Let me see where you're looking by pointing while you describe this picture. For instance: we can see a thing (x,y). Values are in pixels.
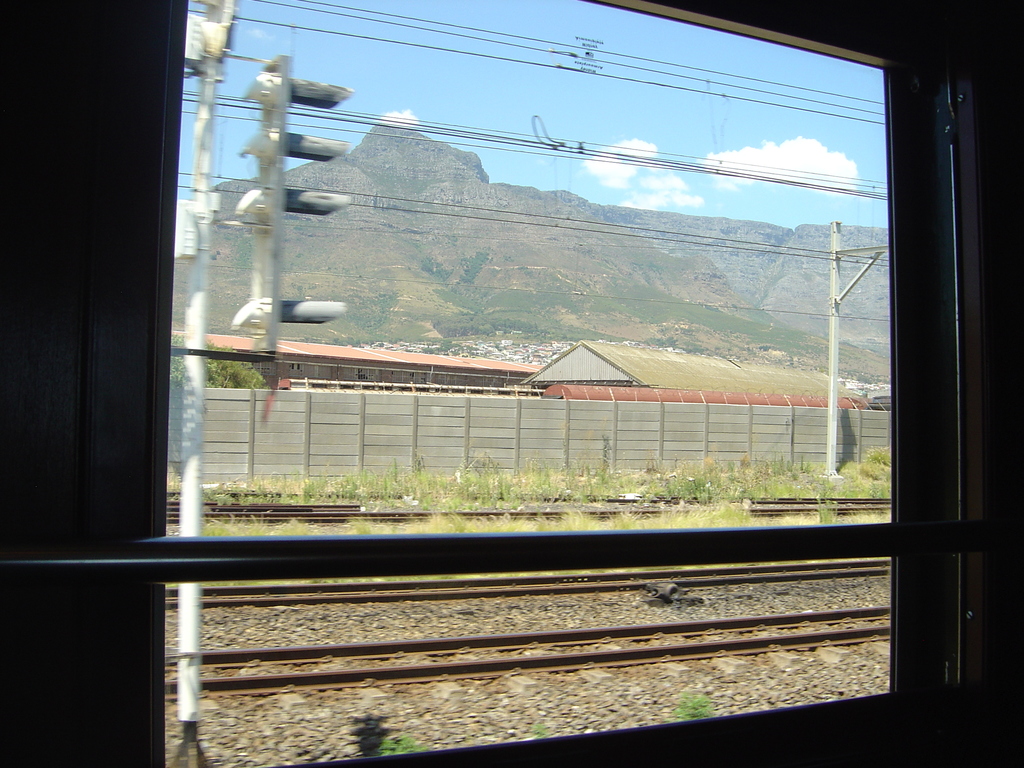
In this picture I can see the signal light pole (316,306). I can see railway tracks (587,653). I can see the hills (479,234). I can see clouds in the sky (486,97). I can see shed construction (581,363). I can see the wall fence (499,402).
